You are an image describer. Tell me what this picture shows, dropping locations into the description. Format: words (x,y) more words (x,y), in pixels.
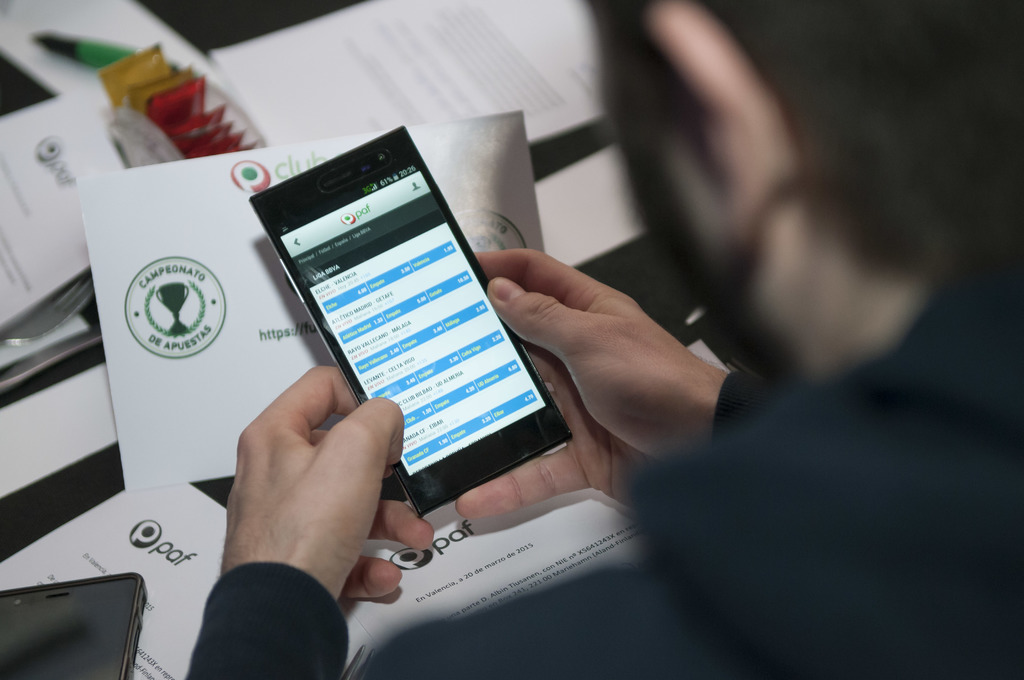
In this image we can see a person (580,392) holding a mobile phone (331,246). And we can see the human hands (504,290). And behind we can see some papers (82,190) with some text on it.
